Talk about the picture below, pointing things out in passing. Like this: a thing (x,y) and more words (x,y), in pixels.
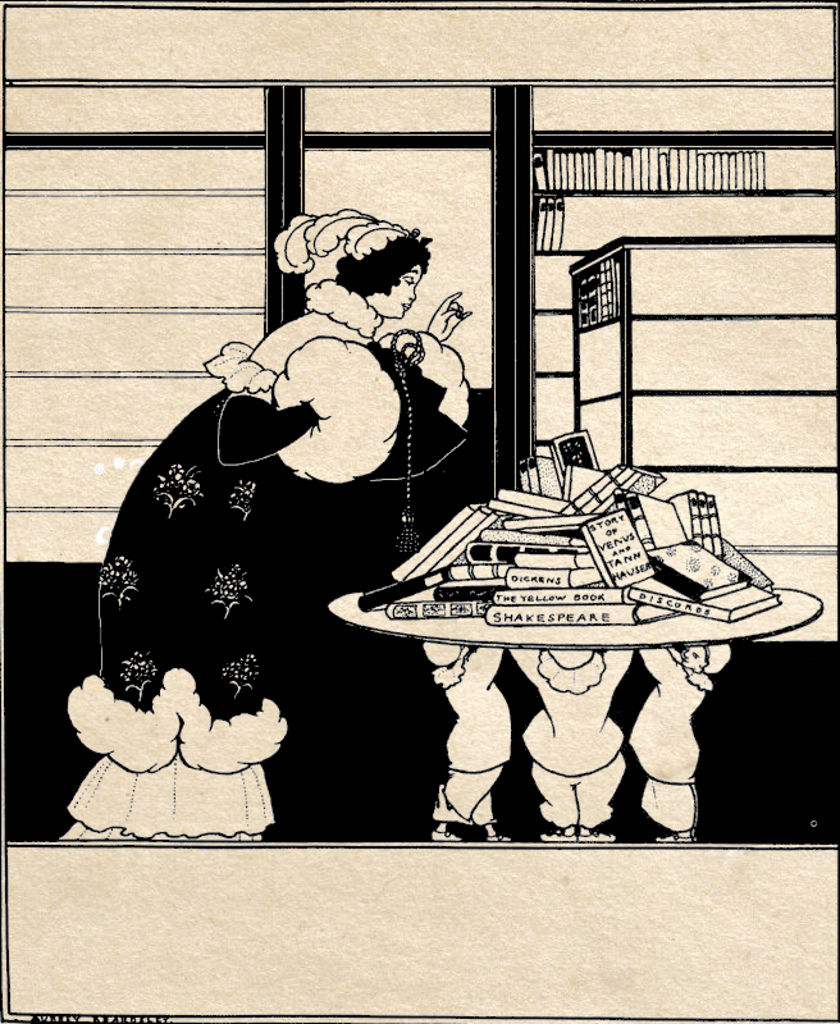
This is a sketch. On the left side of the image (194,485) we can see a lady (311,517) is bending and wearing a costume (250,401). On the right side of the image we can see a table (344,613). On the table (679,661) we can see the books (568,568). In the background of the image (45,716) we can see the wall (484,405). In the bottom left corner (90,1022) we can see the text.
